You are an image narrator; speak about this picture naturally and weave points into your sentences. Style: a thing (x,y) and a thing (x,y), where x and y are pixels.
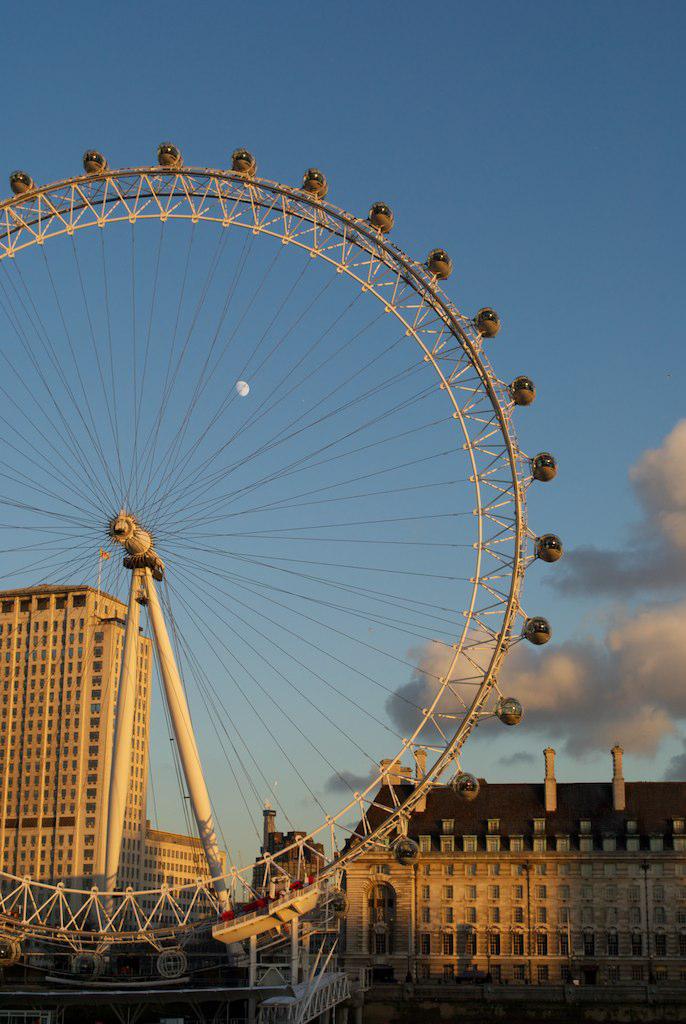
In this image there is an amusement ride (465,430), in the background (362,735) there are buildings (50,699) and the sky (508,263).
